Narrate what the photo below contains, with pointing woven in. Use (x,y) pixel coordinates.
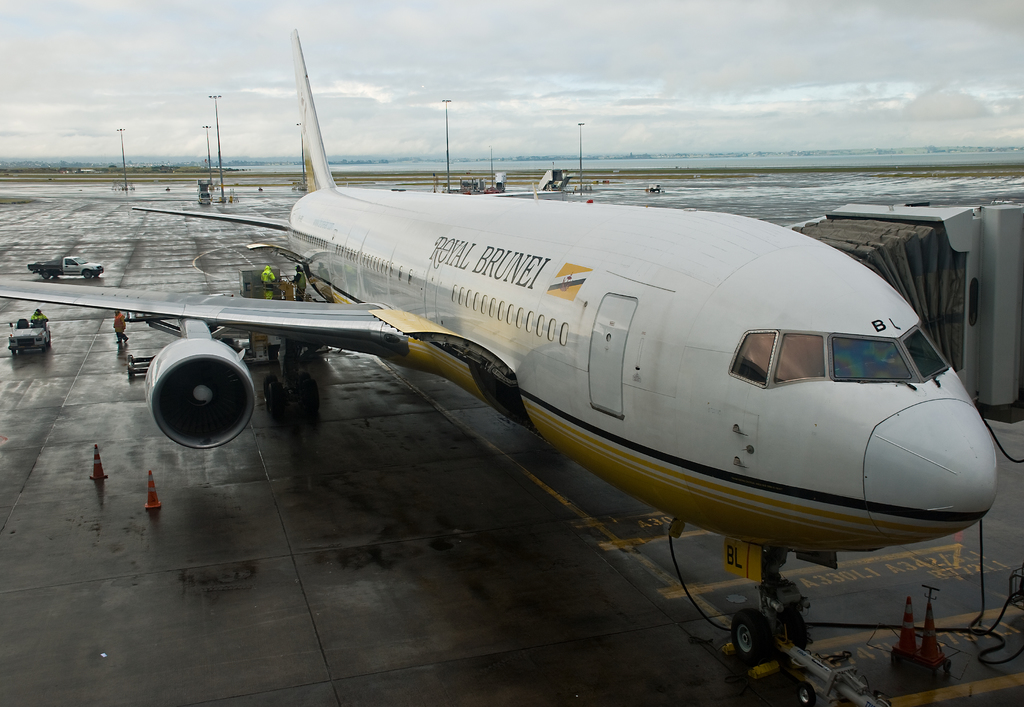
In this image we can see an airplane (537,290) and there is some text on it and we can see few people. There are few vehicles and we can see some other objects (997,331) on the ground (715,645) and there are some light poles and at the top (251,69) we can see the sky (883,40).
